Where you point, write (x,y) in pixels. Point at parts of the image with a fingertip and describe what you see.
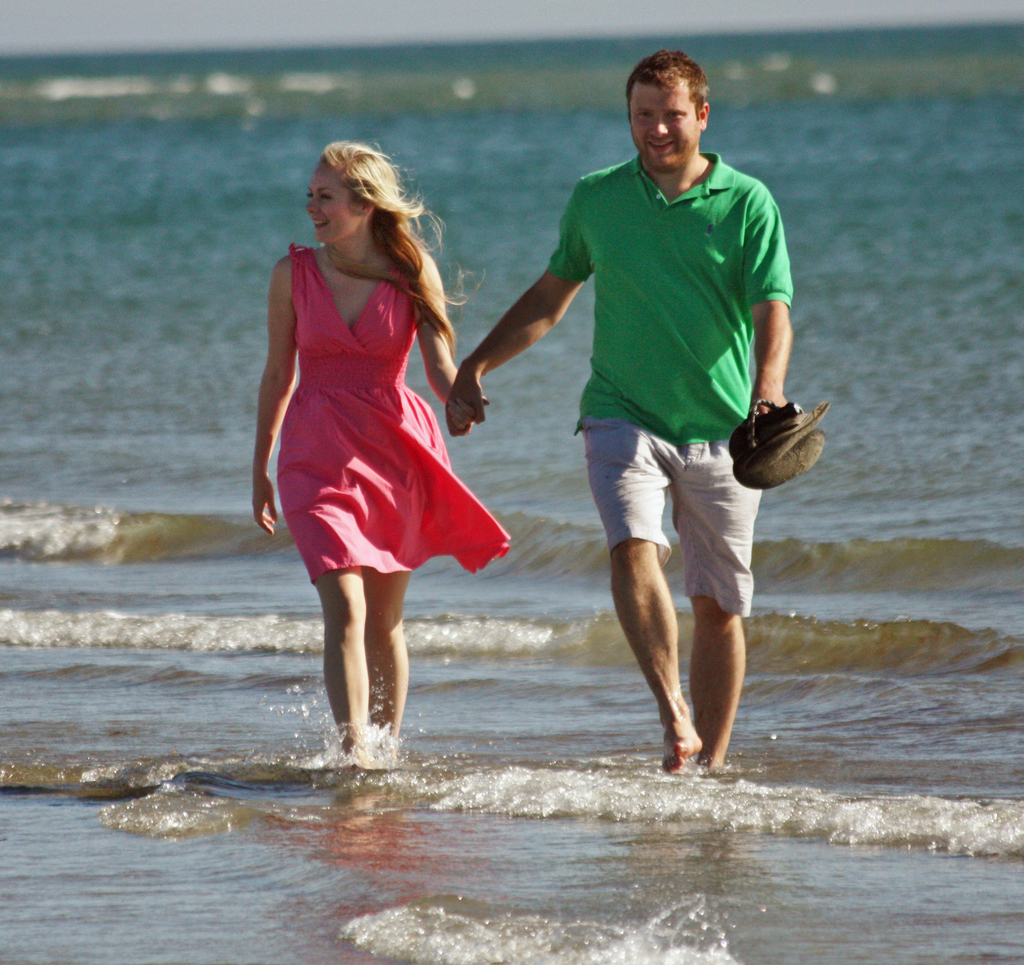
A couple (389,482) is walking. There is water (898,805). The person (724,663) at the right (722,235) is wearing a green t shirt (670,302), shorts (622,429) and holding something in his hand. The person (361,371) at the left (297,408) is wearing a pink dress (358,453).
